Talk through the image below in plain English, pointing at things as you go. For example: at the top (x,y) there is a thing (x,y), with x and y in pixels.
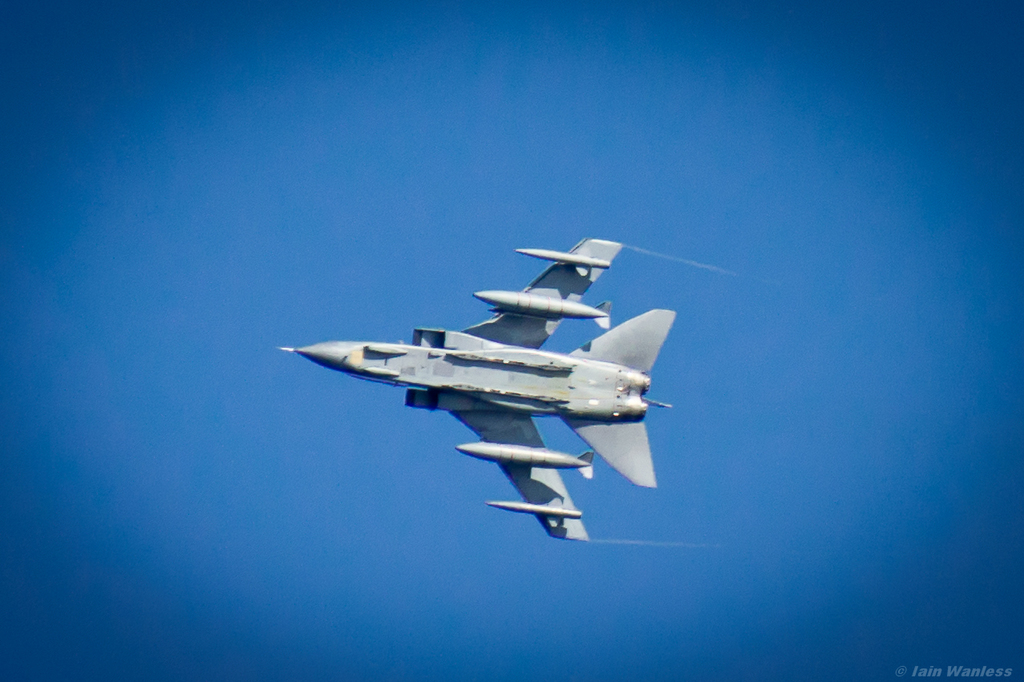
In this image, we can see an aircraft (461,417) flying in the sky (439,505).
